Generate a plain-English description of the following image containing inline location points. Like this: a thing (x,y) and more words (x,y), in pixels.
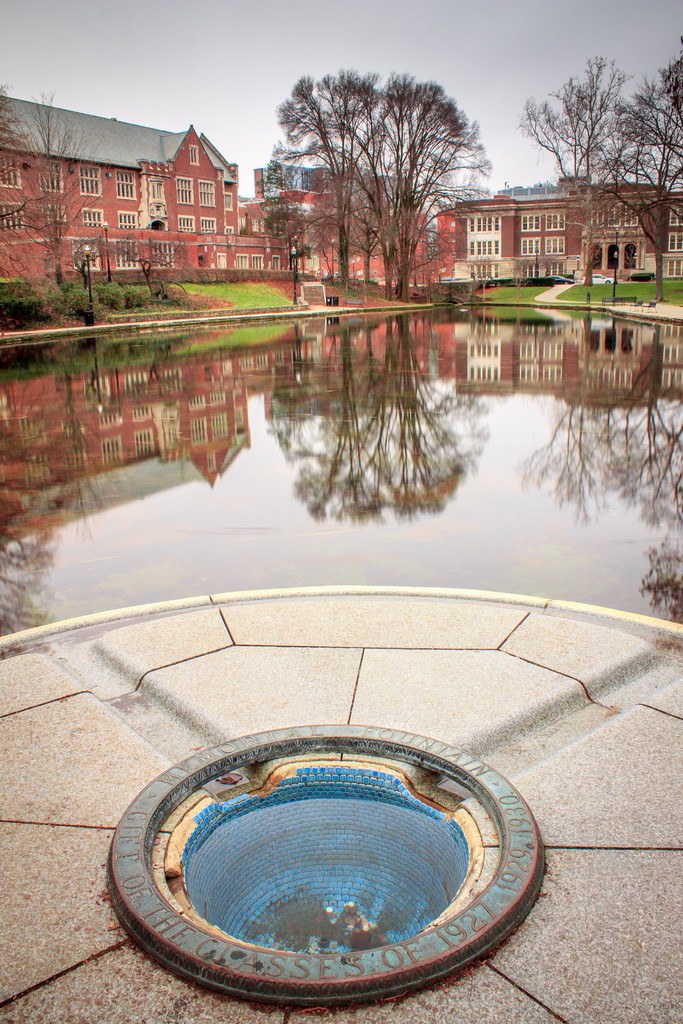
In the image i can see water fountain (464,778) and i can also see buildings (224,176) with windows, trees (344,112), grass (201,292), cars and in the background (359,31) i can see the sky (466,99).
